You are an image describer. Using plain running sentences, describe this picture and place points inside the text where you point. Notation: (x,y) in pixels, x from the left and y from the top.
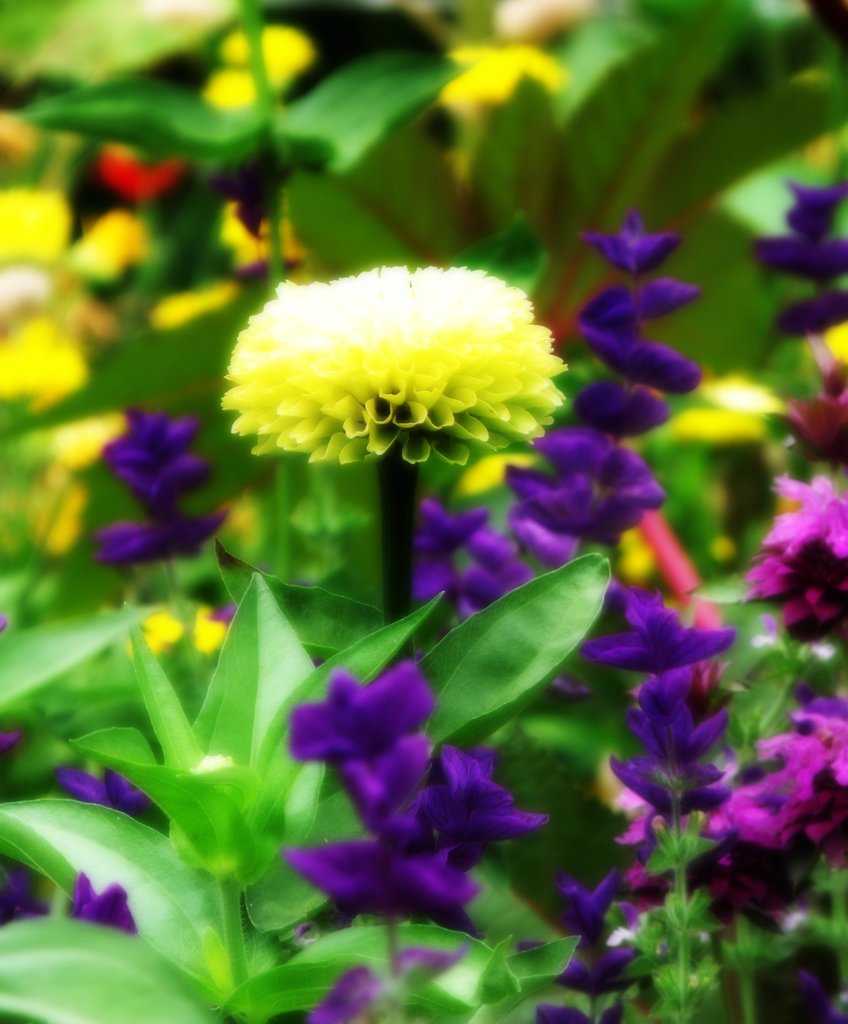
This is an edited picture. In this picture there are plants (668,112) and flowers (480,433).
